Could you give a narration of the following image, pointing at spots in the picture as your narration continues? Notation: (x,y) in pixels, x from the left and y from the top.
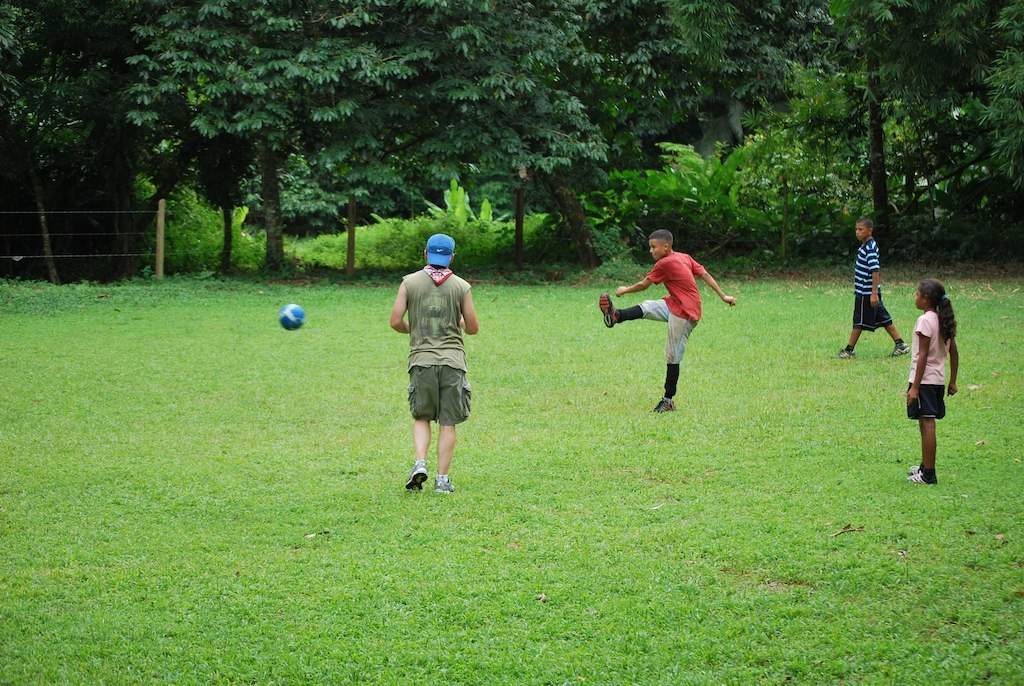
In this image we can see four persons (942,305) standing on the ground (488,318). One person (451,357) is wearing a blue cap (448,250). In the background (71,227), we can see a ball (290,314) and a group of trees (142,239).
